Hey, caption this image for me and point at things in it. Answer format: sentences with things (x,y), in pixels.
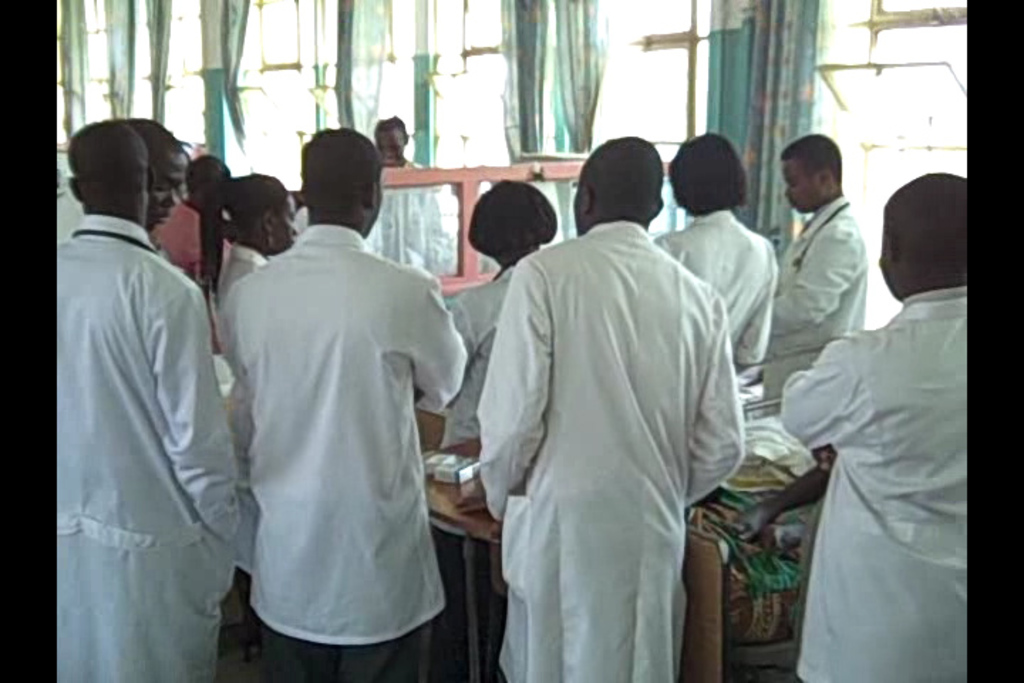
In the image we can see there are many people (588,506) standing and they are wearing clothes (589,499). Here we can see the curtains (508,83), windows (917,90) and the image is slightly blurred.
